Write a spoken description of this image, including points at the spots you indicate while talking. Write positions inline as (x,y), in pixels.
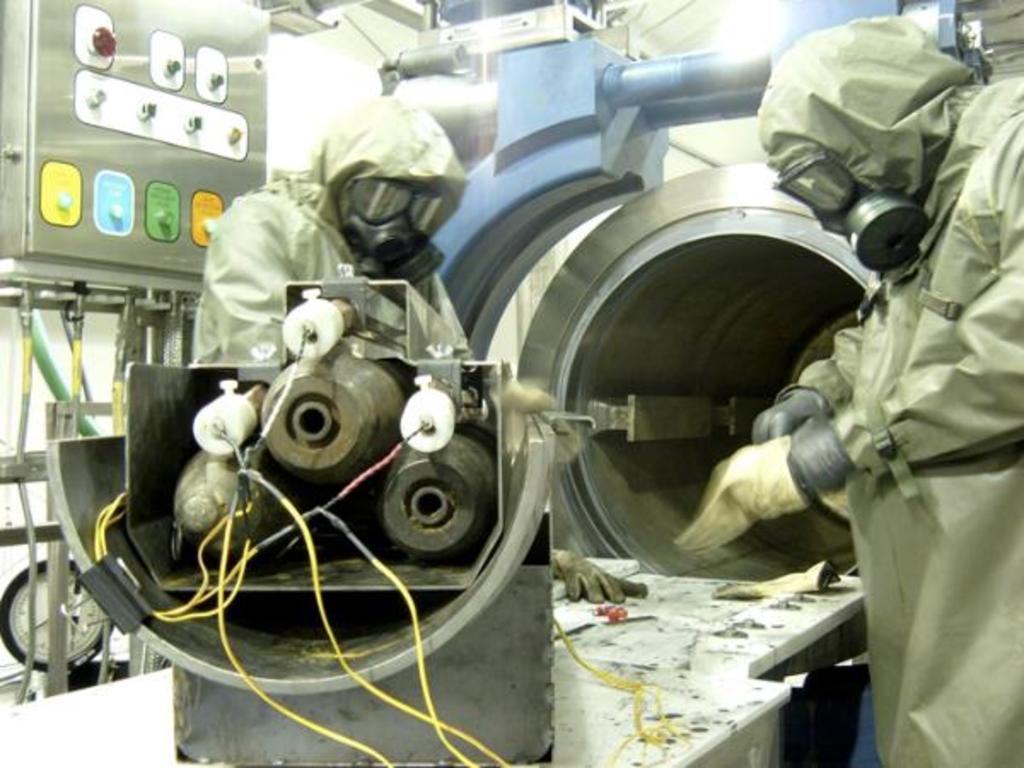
In this image I can see two persons (968,205) are standing. I can see they both are wearing gloves (823,449), gas masks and coats (873,297). I can also see number of equipment (205,425) in this image.
